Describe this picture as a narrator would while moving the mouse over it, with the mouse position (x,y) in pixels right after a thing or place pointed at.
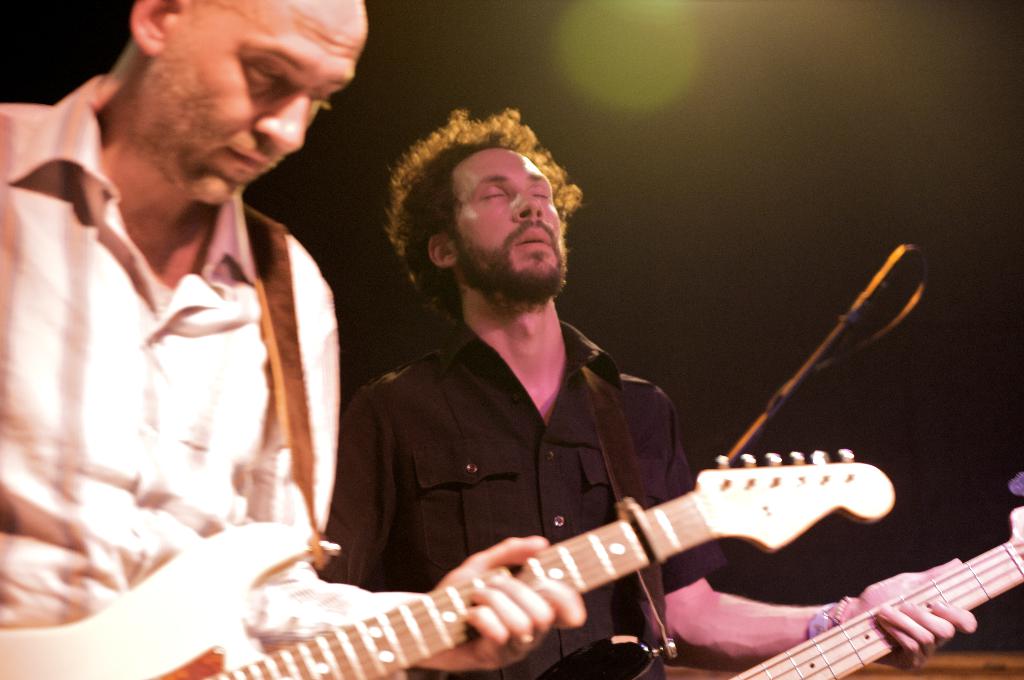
In this picture we can see two persons (524,385) who are playing guitars (821,639).
